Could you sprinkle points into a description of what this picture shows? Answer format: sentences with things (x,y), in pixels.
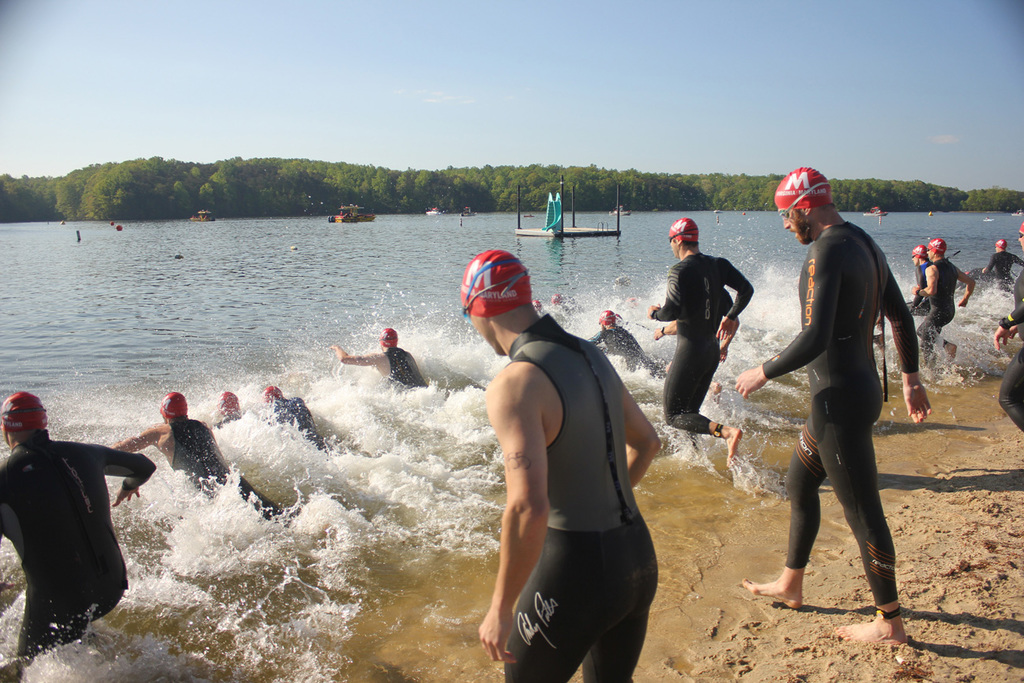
In this image we can see a few people (304,425), among them, some people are in the water (343,255), there are boats (209,218), trees (218,209) and some other objects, in the background (617,98), we can see the sky (617,96).
